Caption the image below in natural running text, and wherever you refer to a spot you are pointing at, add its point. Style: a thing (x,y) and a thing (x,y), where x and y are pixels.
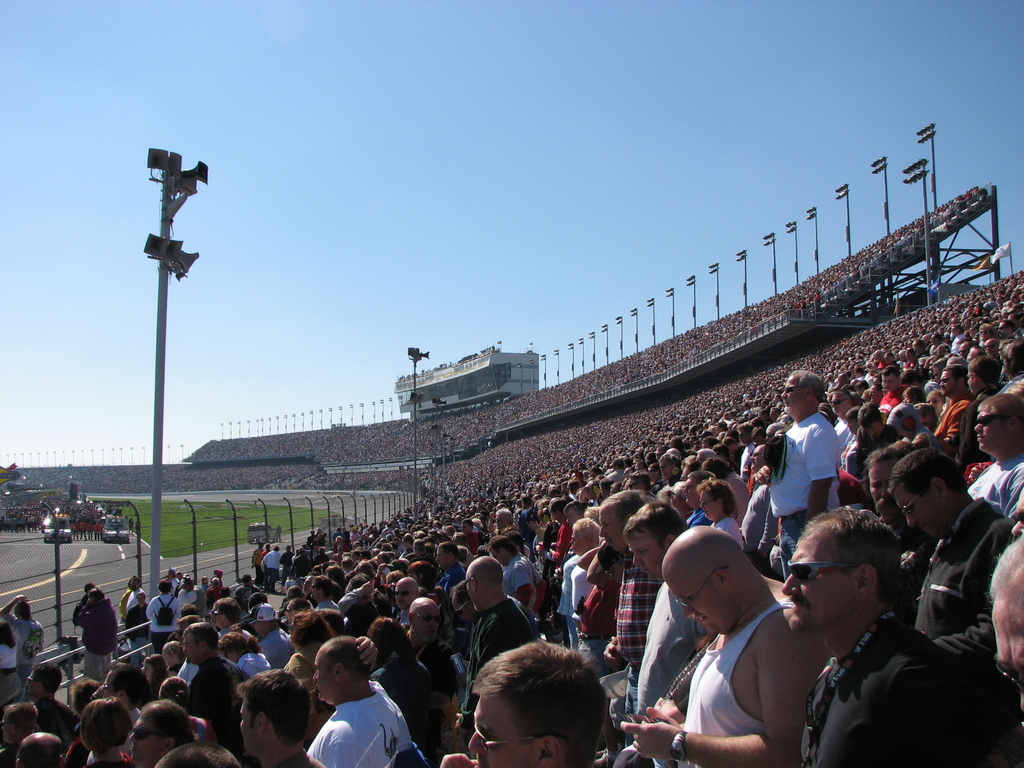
In the picture we can see a public (697,590) standing in the stadium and near to them, we can see a pole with speakers (179,159) and a grass surface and road (17,562) with some show of cars (46,529) and some people (93,525) walking on it and in the background (165,388) we can see some building (531,389) and a sky (231,297).
